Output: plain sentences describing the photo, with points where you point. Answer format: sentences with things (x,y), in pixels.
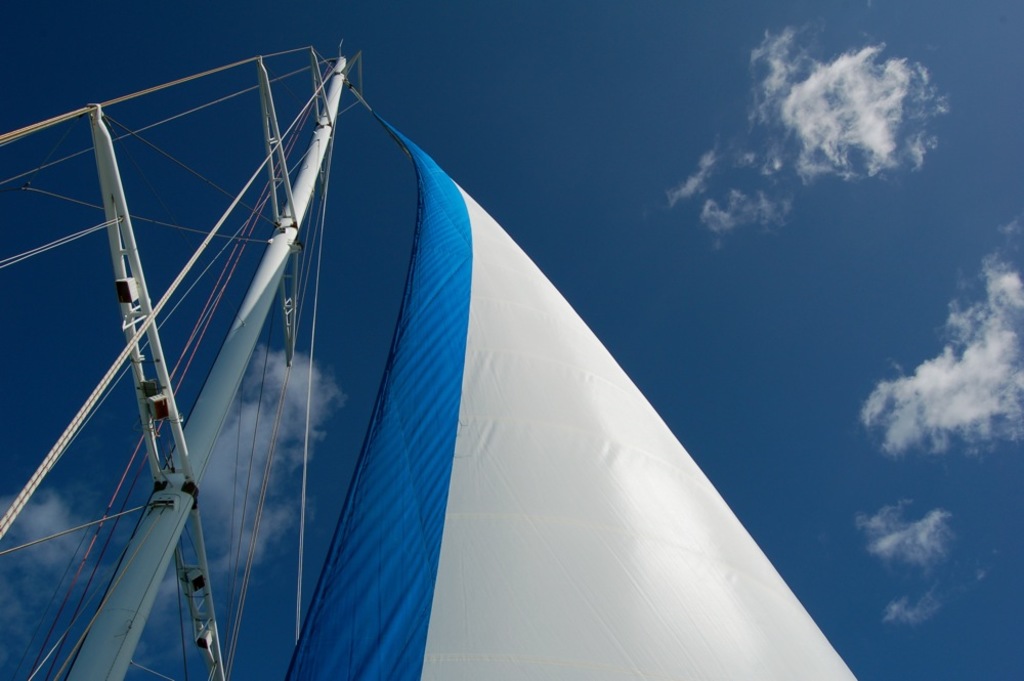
In this image we can see sail (422,302) of a ship (291,679) which has rod (216,402) and the sail (468,549) is in blue and white color and top of the image (668,115) there is cloudy sky (651,259).
